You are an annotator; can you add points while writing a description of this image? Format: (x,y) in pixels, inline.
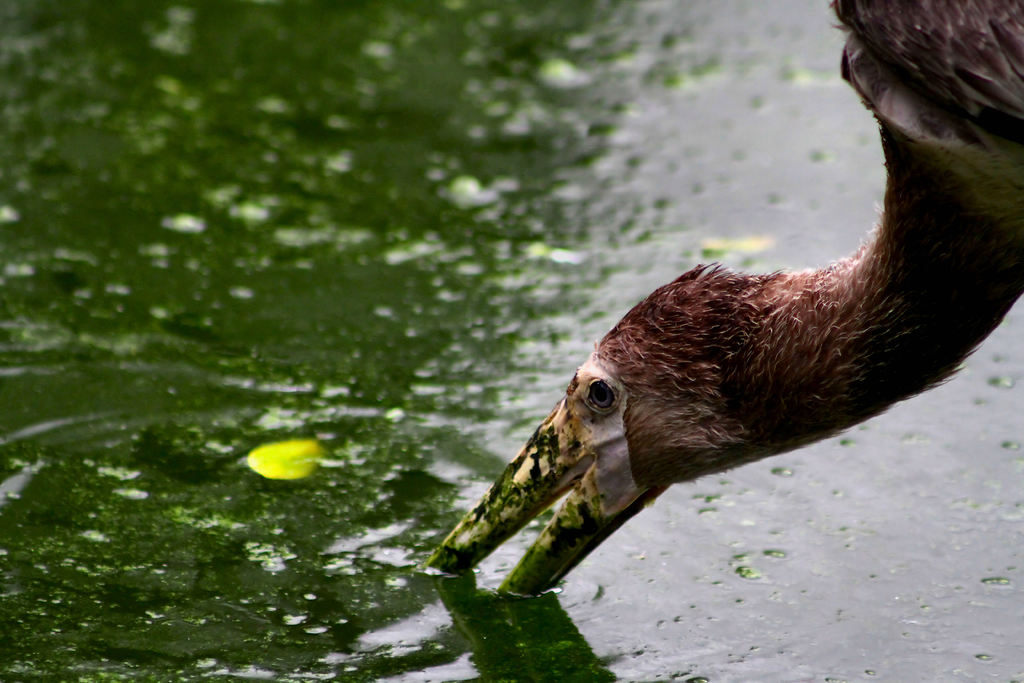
In this image there is a bird (688,373), algae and water (385,481).
